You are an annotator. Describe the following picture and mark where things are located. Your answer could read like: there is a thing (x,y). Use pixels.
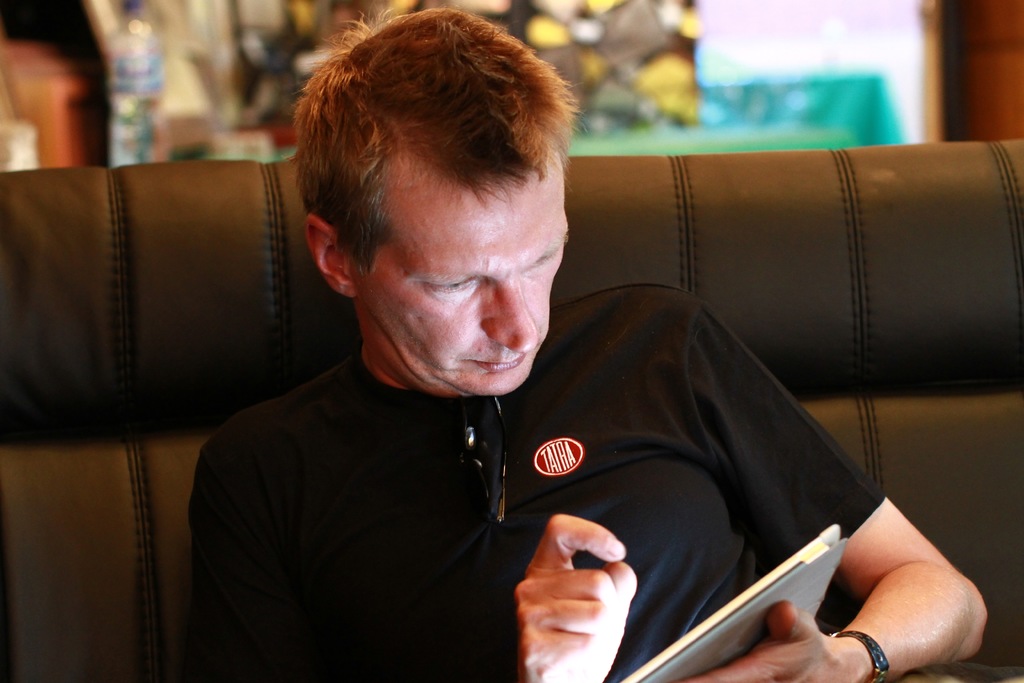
In this image I can see the person (580,495) sitting on the couch (49,367) and wearing the black color dress (620,516). The person (681,574) is holding the iPad (751,593). In the back (120,107) I can see the bottle (120,107) and some objects (287,71) but it is blurry.
